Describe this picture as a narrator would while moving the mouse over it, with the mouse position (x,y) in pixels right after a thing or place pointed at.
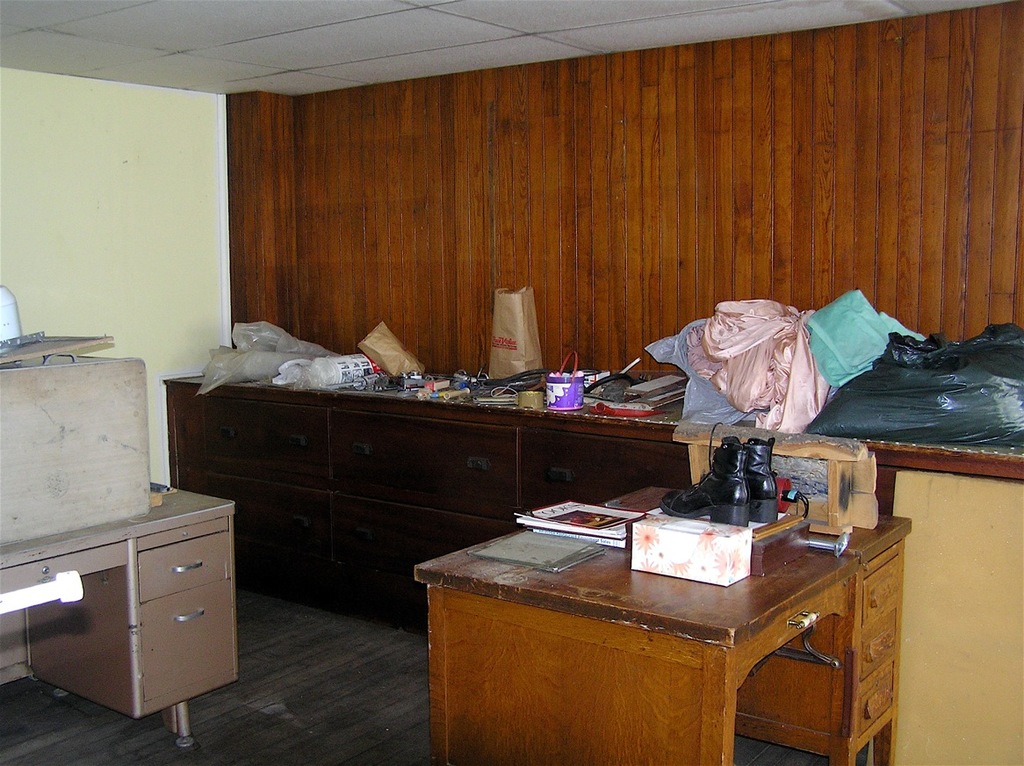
There is a room (317,487). In this room (293,505) on the left side (116,542) there is a table (111,561) with drawers (168,628). On that there is a box (95,423). Also there is another table (613,557). On that there are box (654,547), books (567,531), boots (689,494) and many other items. In the back (360,409) there is a table (479,424) with drawers (393,455). On that there are covers (980,387), packets (515,293), clothes (795,346) and many other items (466,378). In the background (592,224) there is a wooden wall (550,210).
